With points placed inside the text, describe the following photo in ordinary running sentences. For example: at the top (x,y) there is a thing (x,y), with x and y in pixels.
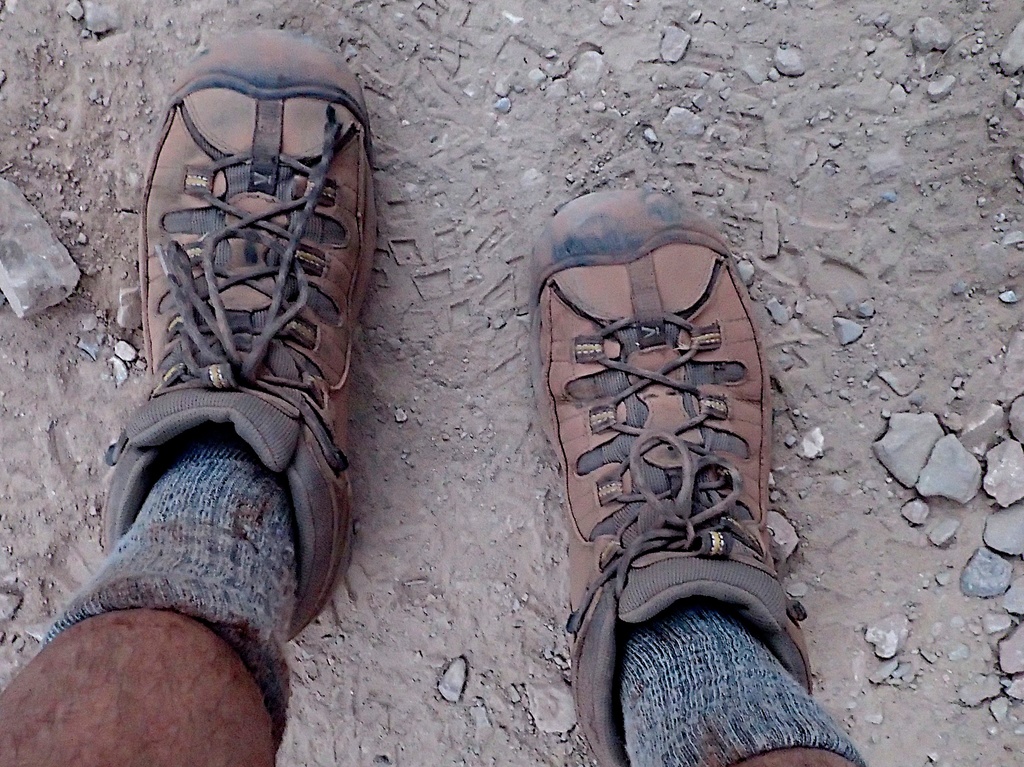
In the center of the image (556,276) we can see a person (287,656) legs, wearing shoes (551,381) with laces (686,503) and socks (181,519). In the background of the image (530,24) we can see some stones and ground (560,108).
